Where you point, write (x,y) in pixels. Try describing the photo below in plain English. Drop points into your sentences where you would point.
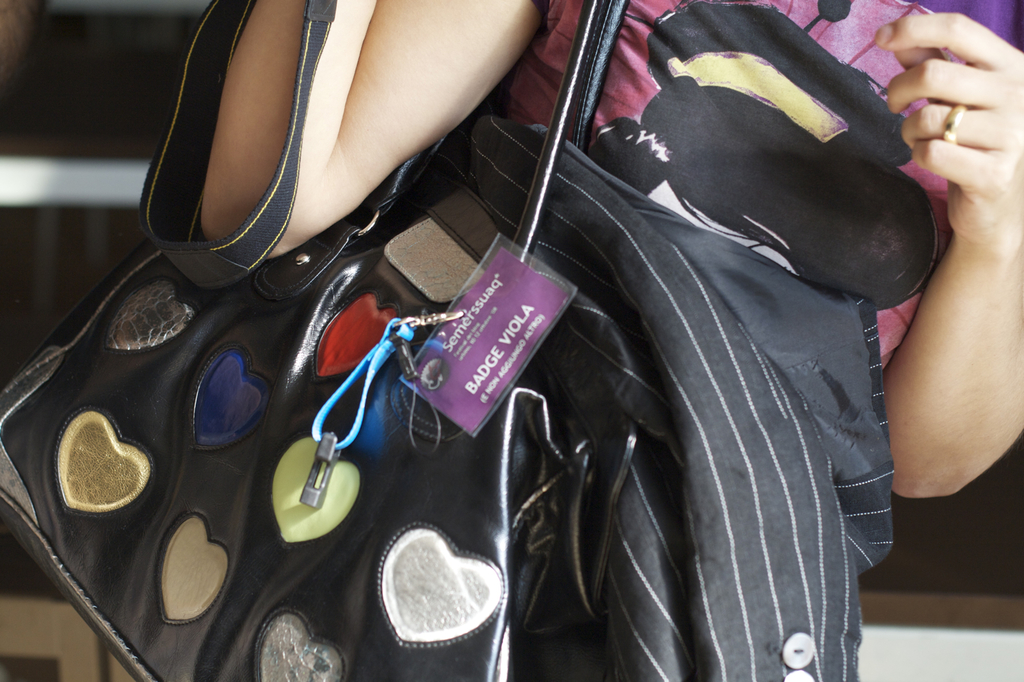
In the image there is a person (371,100). She is wearing a pink dress (814,82). We can see a handbag (345,460) which is in black color.
